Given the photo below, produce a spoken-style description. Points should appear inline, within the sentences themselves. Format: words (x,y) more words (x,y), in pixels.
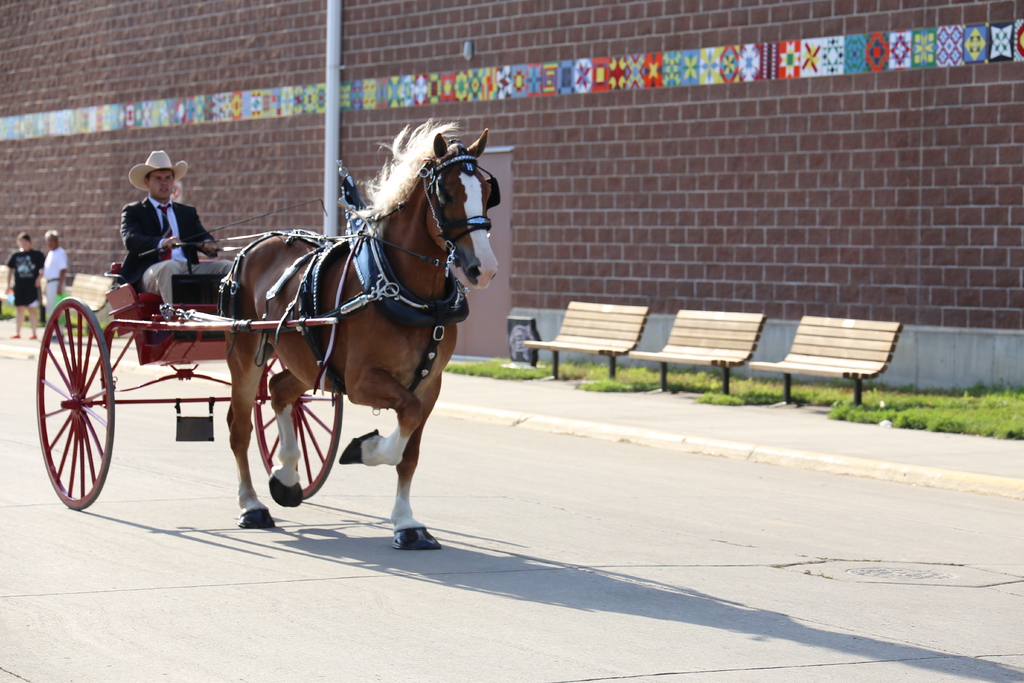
A man (171,238) is riding a horse cart (358,304) wearing a hat (155,155) and suit (149,216) on a road (114,475). There are three benches (810,361) on the footpath (706,413). There is large wall (314,56) with a pole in the background (295,62). There are two people (49,253) in the background (32,271).
